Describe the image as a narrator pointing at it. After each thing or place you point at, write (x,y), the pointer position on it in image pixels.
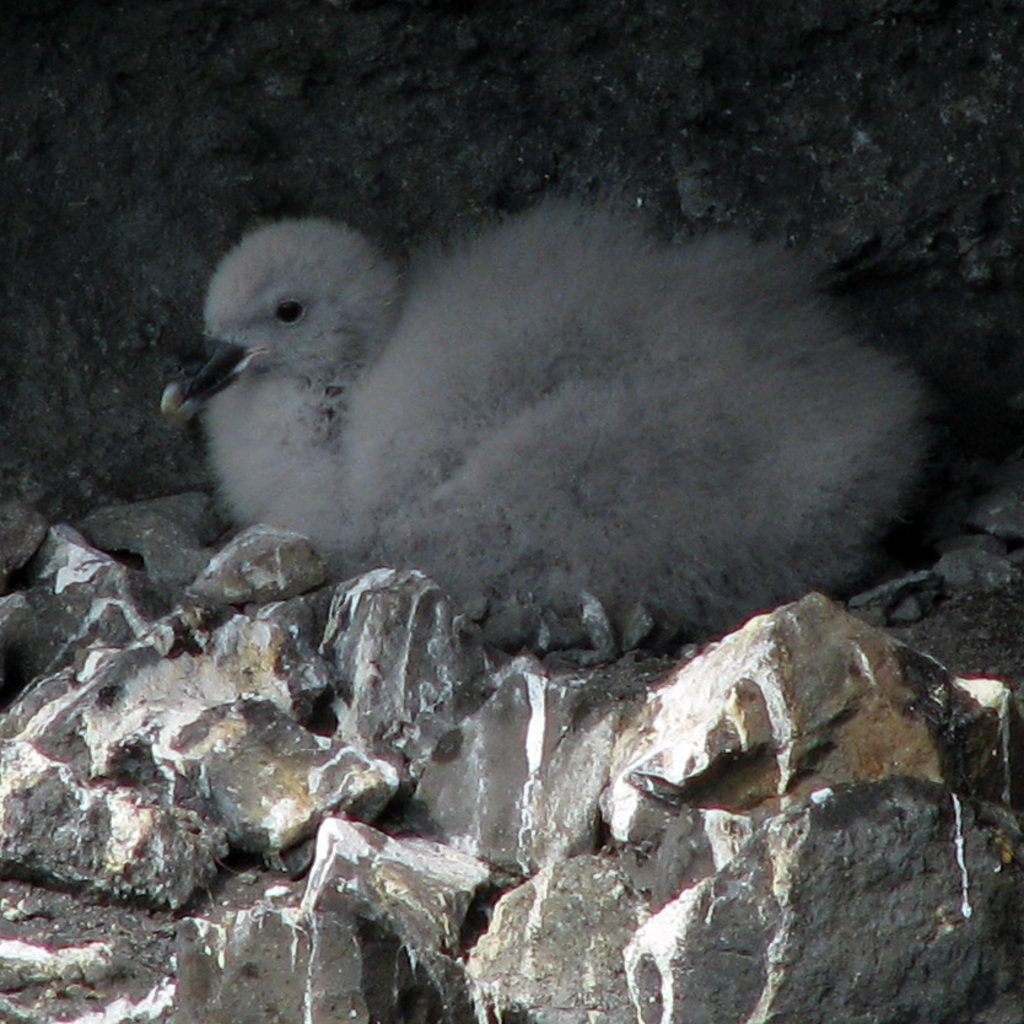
This image is taken outdoors. In the background (137,129) there is a rock (721,141). At the bottom of the image (190,788) there are a few rocks (242,671). In the middle of the image (412,391) there is a bird (713,415).
